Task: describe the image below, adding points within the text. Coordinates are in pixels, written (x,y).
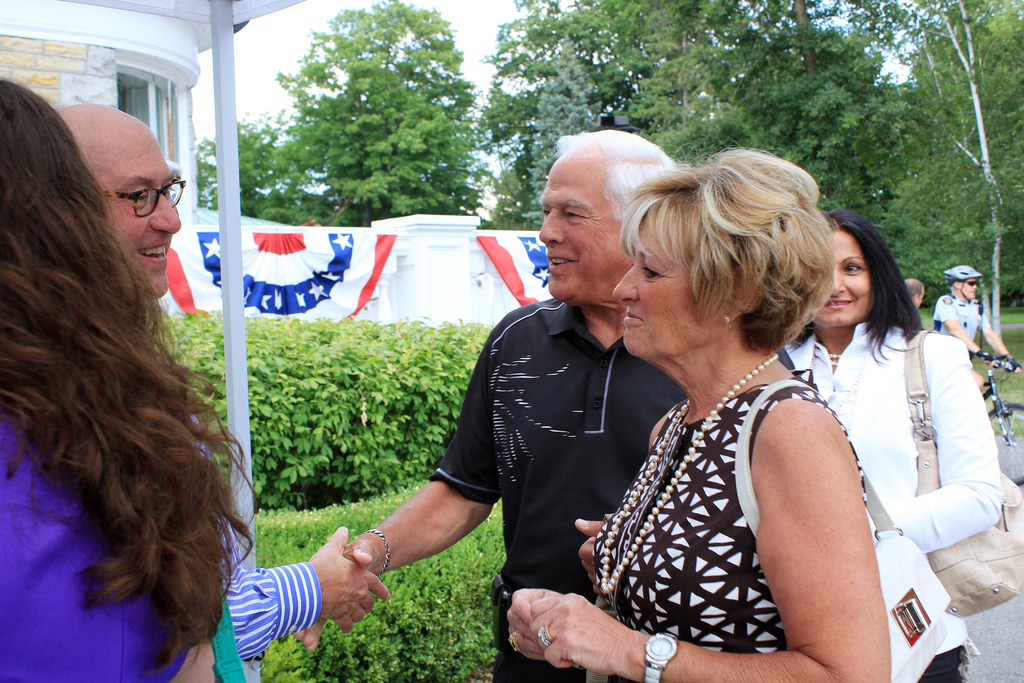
In this image there are a few people (600,503) standing with a smile on their face (619,288), in them two are shake handing. In the background (347,511) there are plants (446,394), trees (423,100), building (496,232) and two banners (335,267) hanging on the sidewall (506,290) of a building (506,290). On the right side of the image (991,356) there is a person (980,310) riding a bicycle (987,387).
